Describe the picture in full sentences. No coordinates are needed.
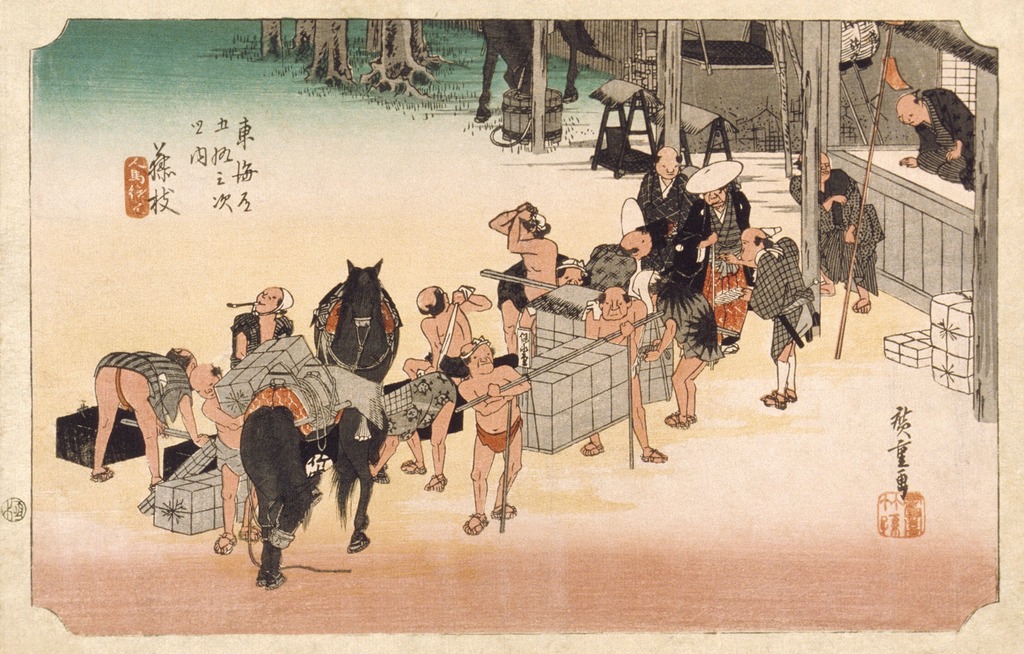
This is a painting, in this picture we can see a group of people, wall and poles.
